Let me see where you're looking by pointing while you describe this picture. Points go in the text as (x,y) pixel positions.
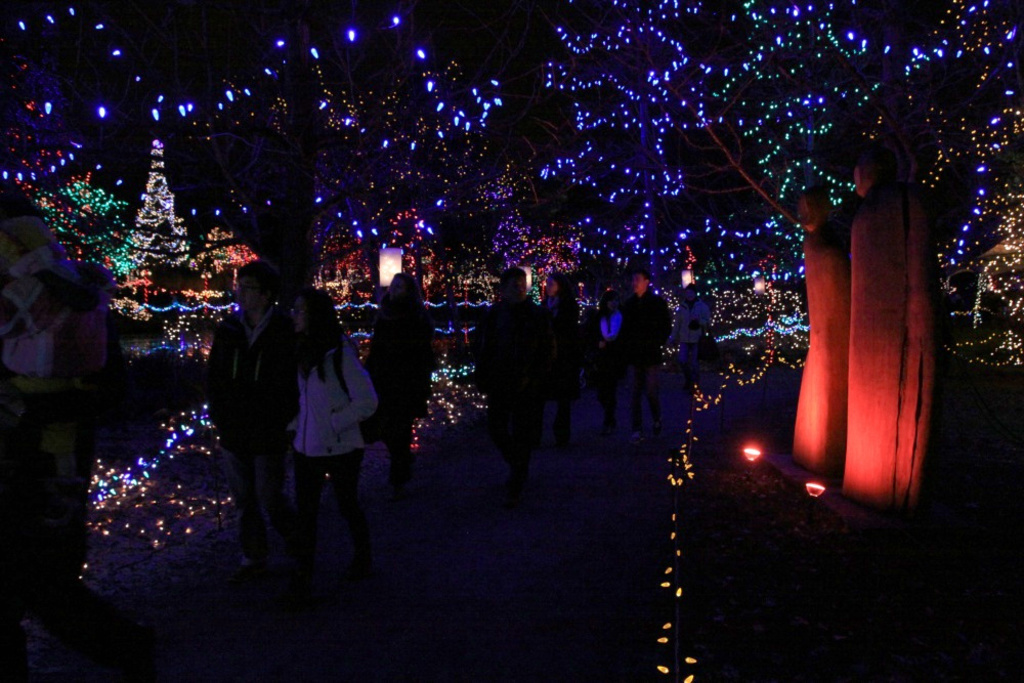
In this image we can see decoration (146,465) with Christmas lights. In the middle of the image (536,360) people (632,352) are walking path way (321,653). Right side of the image (835,361) tree bark (874,354) is there.
